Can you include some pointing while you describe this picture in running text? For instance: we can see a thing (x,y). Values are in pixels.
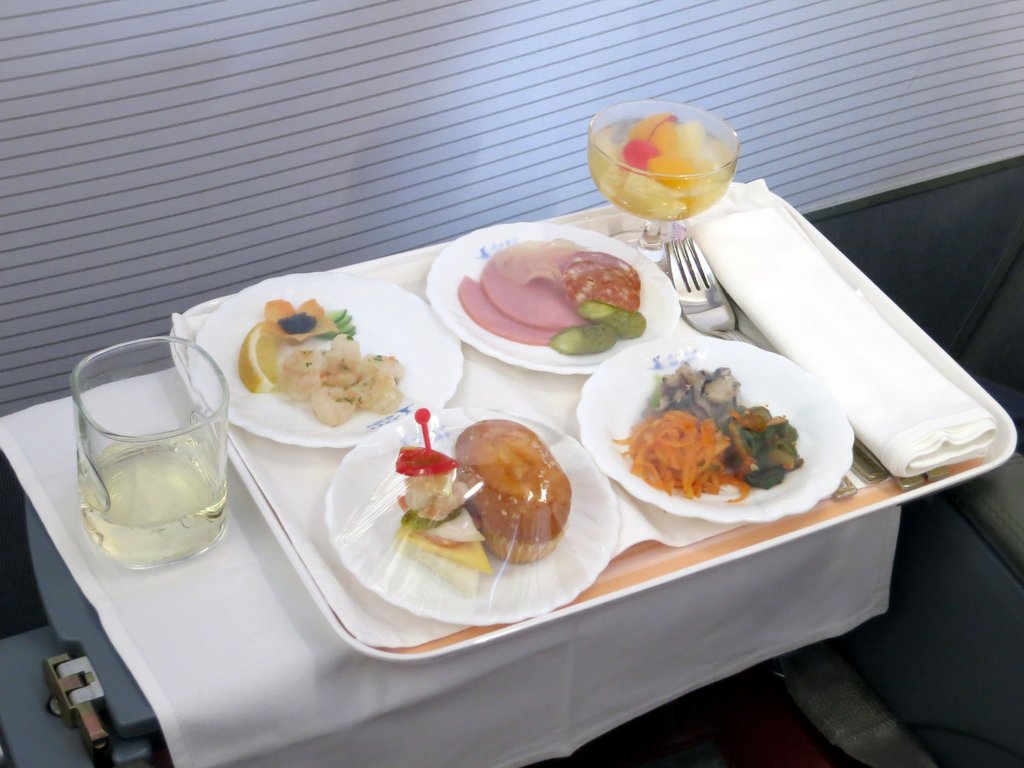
In this image there are a few food items (532,316), glasses (122,520) with some drink (138,509), a fork (722,321) and tissue papers (872,377) on the plate (646,565) and the plate (654,552) is on the table (287,523), there is a wall (293,257) and a black color object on the floor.
